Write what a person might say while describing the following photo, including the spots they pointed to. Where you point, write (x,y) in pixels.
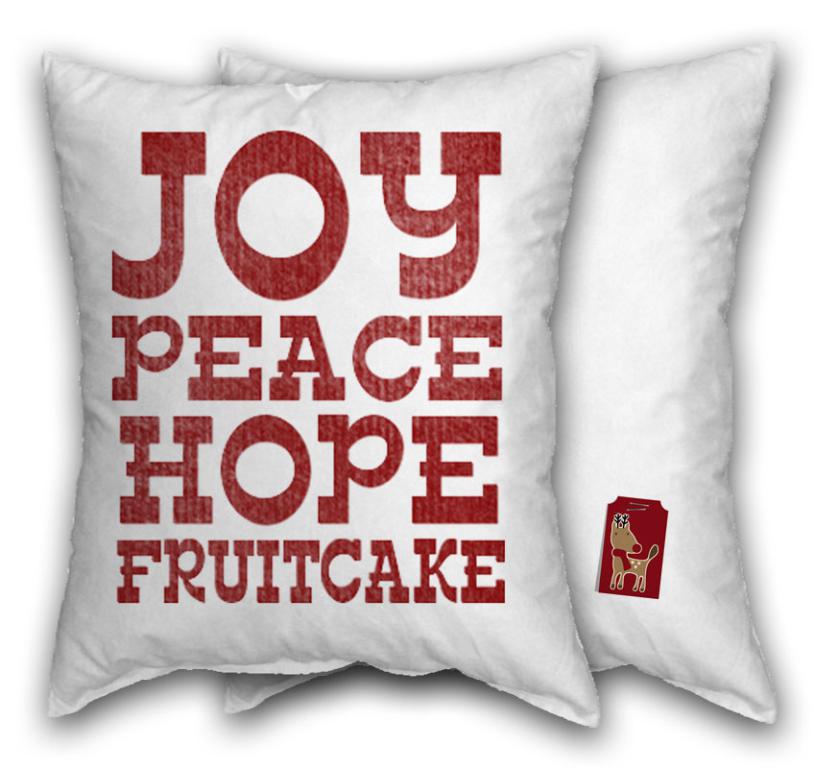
In this image I can see it looks like a pillow (436,339) with some text (332,394) on it.
